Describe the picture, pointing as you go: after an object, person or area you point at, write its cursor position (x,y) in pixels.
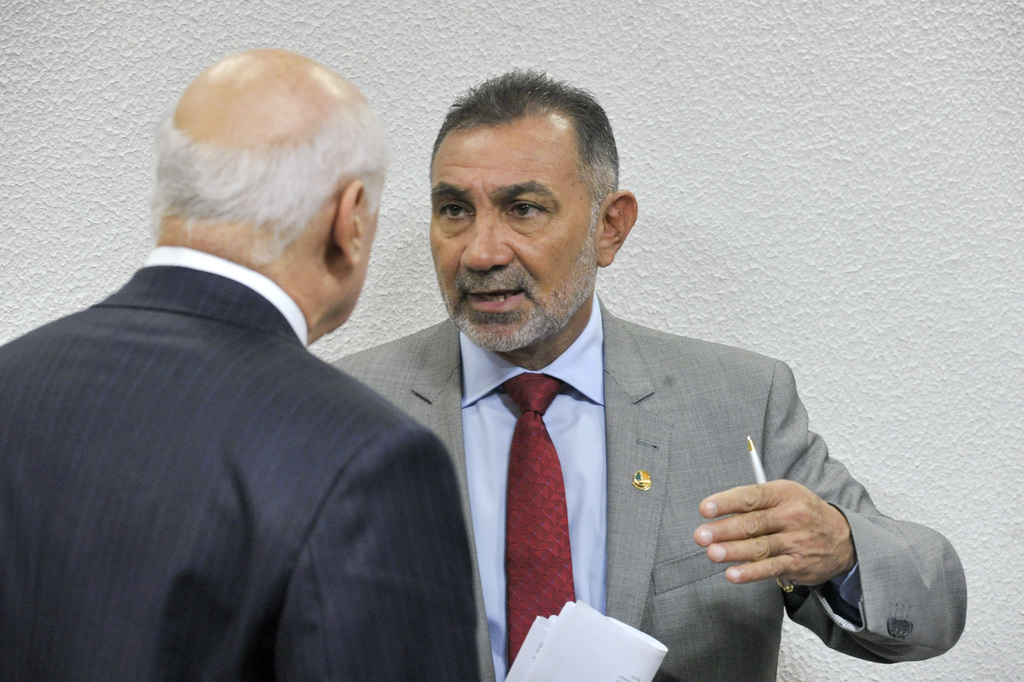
In this picture we can see two men (569,520) and one man (593,475) is holding a pen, here we can see papers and in the background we can see the wall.
